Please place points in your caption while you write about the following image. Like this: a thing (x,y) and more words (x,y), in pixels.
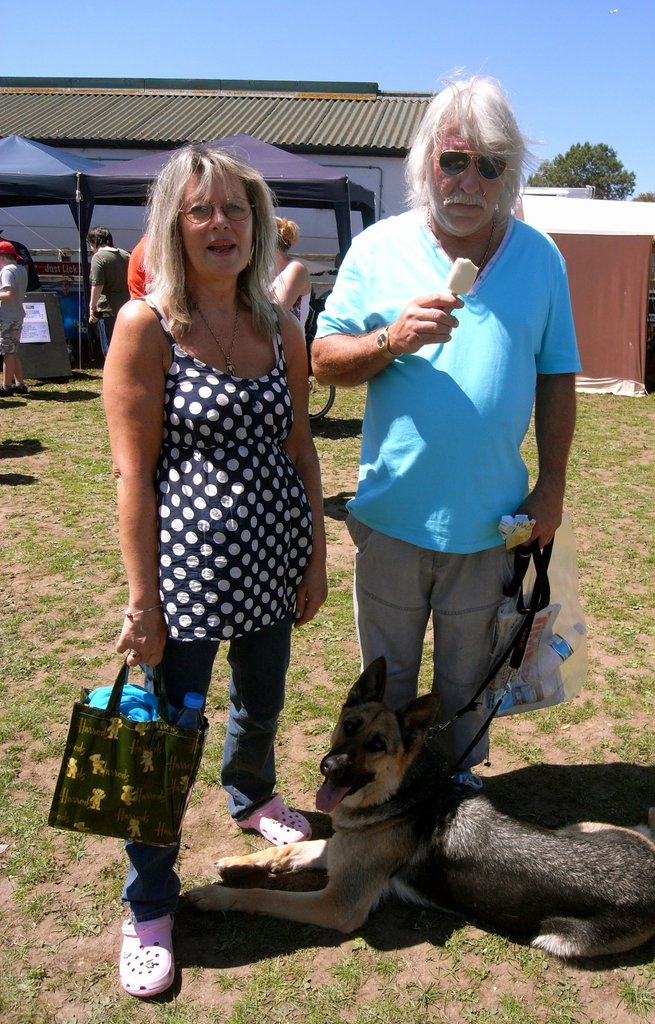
This picture describes about group of people (298,401), in the middle of the image (429,436) we can see a man (375,438) and a woman (198,510), she is holding a bag (107,754) and he is holding a dog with the help of belt (542,604), and they both wore spectacles (496,175), in the background (361,151) we can see few tents (235,141), buildings (201,134) and trees (567,154).
